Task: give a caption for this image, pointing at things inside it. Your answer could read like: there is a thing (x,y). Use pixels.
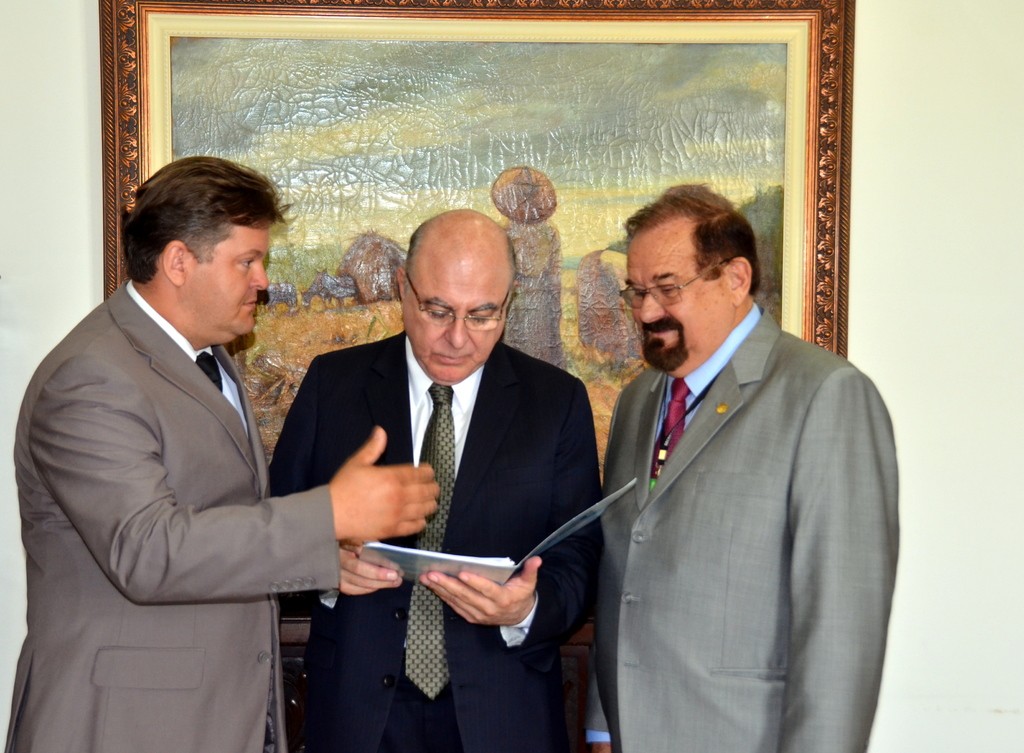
In this image I can see a person (464,411) wearing white shirt (458,404), tie (445,436) and black blazer (520,466) is standing and holding a book (454,567) in his hand (482,595) and two other persons (333,547) standing beside him. In the background (835,341) I can see the wall (938,240) and a photo frame (657,185) attached to the wall (932,150).
